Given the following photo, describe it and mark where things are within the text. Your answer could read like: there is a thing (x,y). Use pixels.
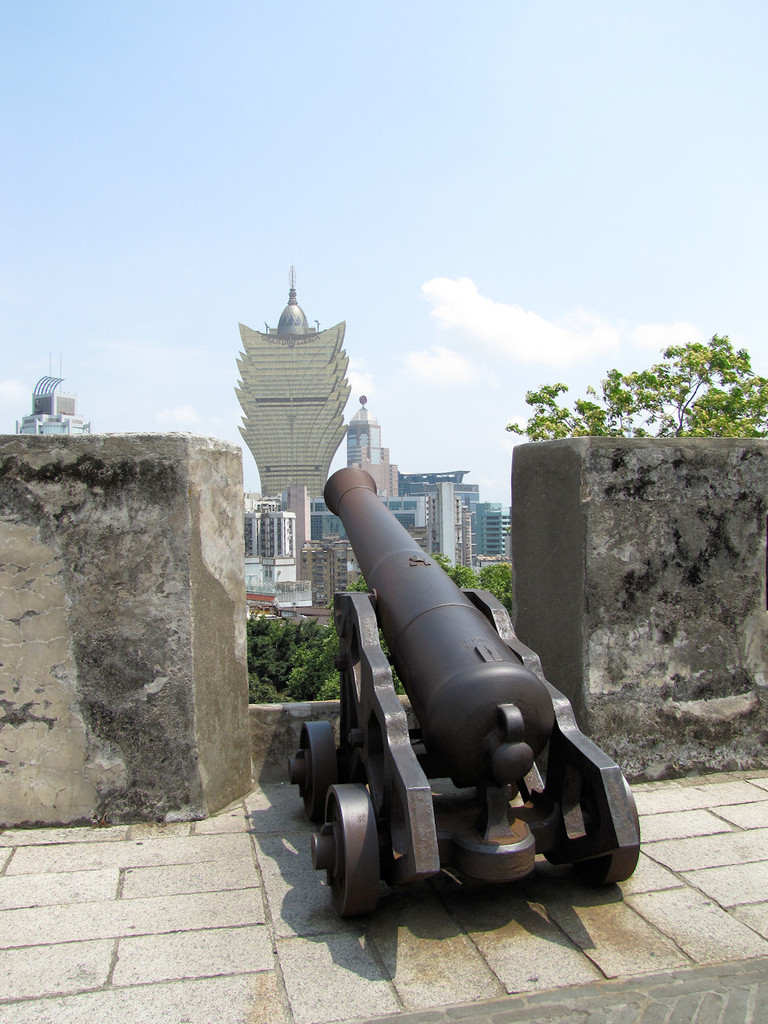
In the image I can see there is a cannon (383,690) on the floor (183,950) in between the walls (64,669), in-front of that there are trees (700,385), buildings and clouds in the sky (195,20).
